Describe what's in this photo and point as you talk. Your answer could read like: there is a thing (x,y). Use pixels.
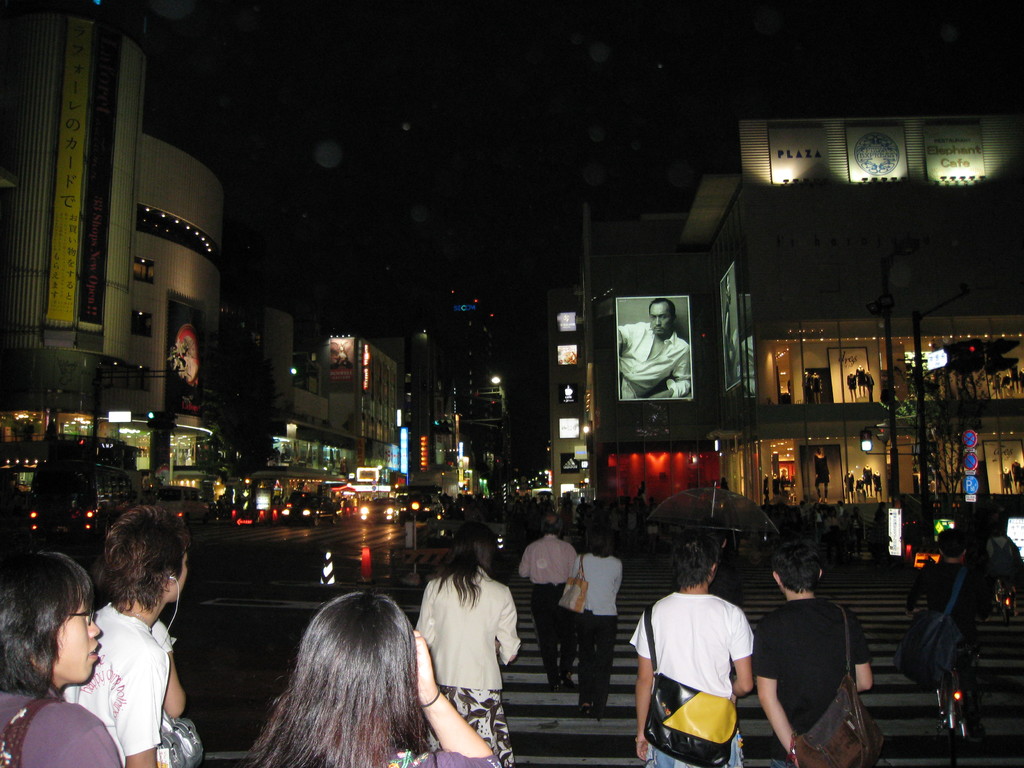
In the foreground of this image (599,680), there are persons (552,690) walking on the zebra crossing (628,696) and an umbrella (714,523) is holding by a person (723,562). In the background (802,314), there are buildings (700,310), banners (640,367), road (341,560), vehicles (319,519) moving on the road (300,553), lights (416,503), sign boards (977,480), traffic signal pole (972,358) and the dark sky (406,67).
